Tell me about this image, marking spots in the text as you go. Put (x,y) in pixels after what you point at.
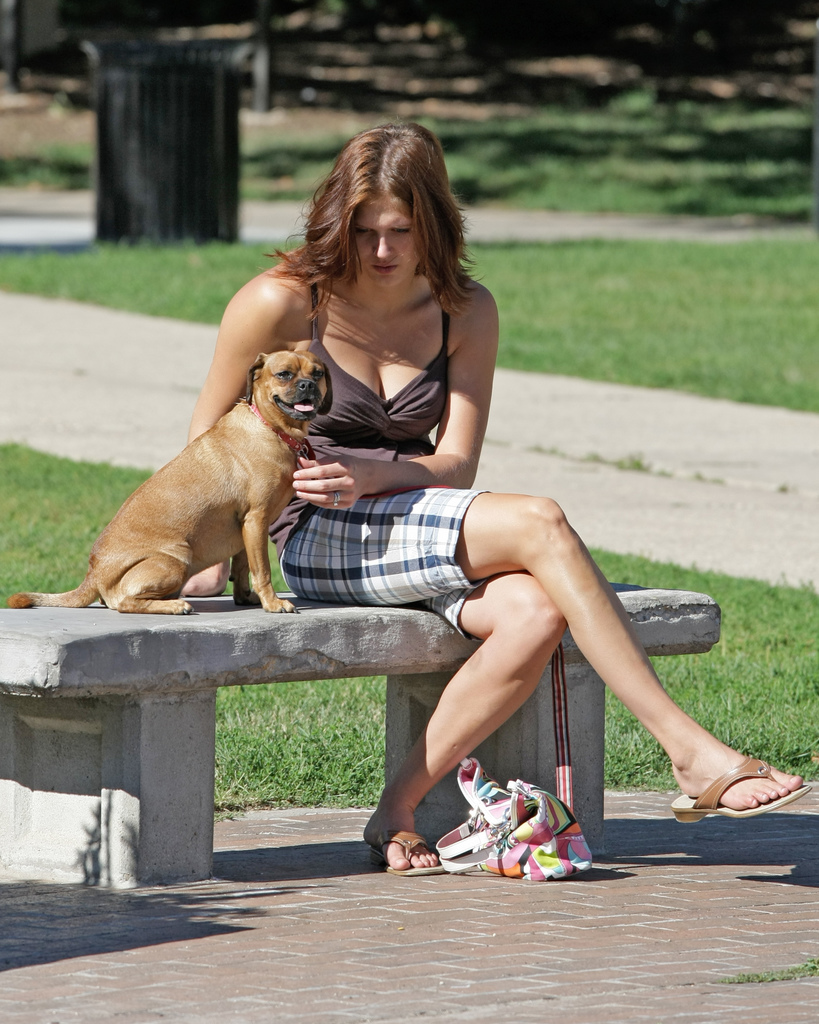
In this image the woman (318,545) and the dog (161,538) are sitting on the cement table (140,662) and she is wearing brown top (372,456) and white short (381,525) and behind the woman (418,530) there are some greenery (719,197) and some bag (490,815) is there and the background (81,299) is sunny.
